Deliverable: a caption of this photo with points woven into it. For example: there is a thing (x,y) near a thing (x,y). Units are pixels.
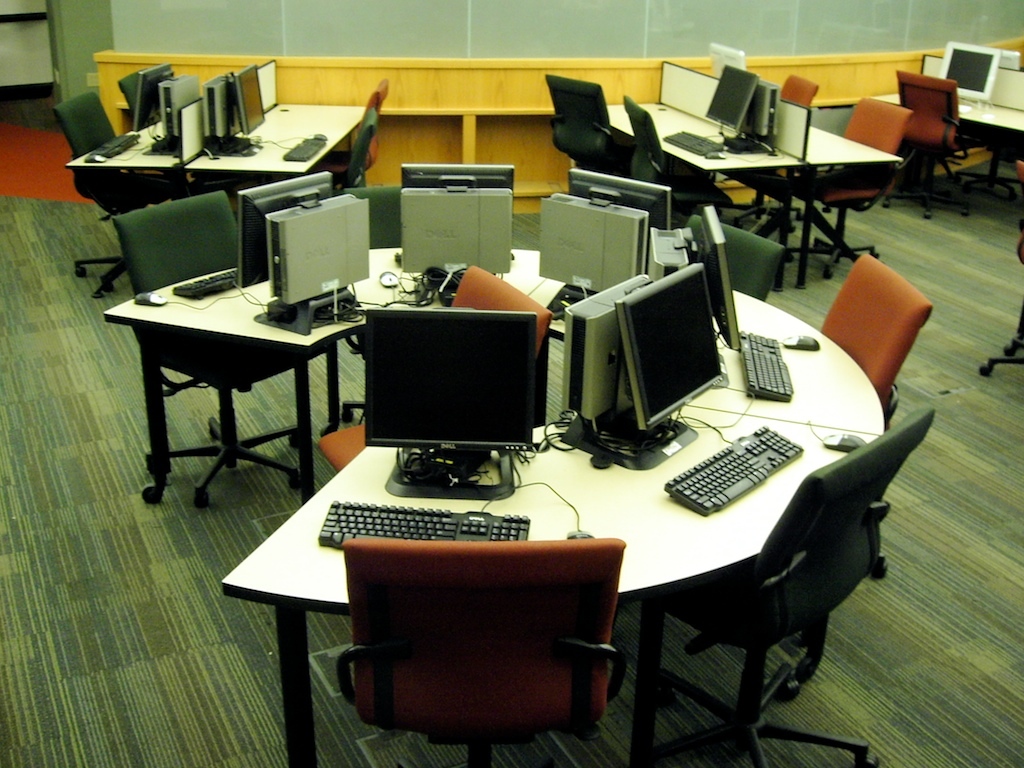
In this picture there are many computers (329,277) arranged in a round table (742,296) arranged with chairs (534,595) of brown and green colors. In the background (227,143) we also observe few tables (708,136) on top of which monitors (145,98) are placed. There is a wooden wall (442,72) in the background (683,62).
